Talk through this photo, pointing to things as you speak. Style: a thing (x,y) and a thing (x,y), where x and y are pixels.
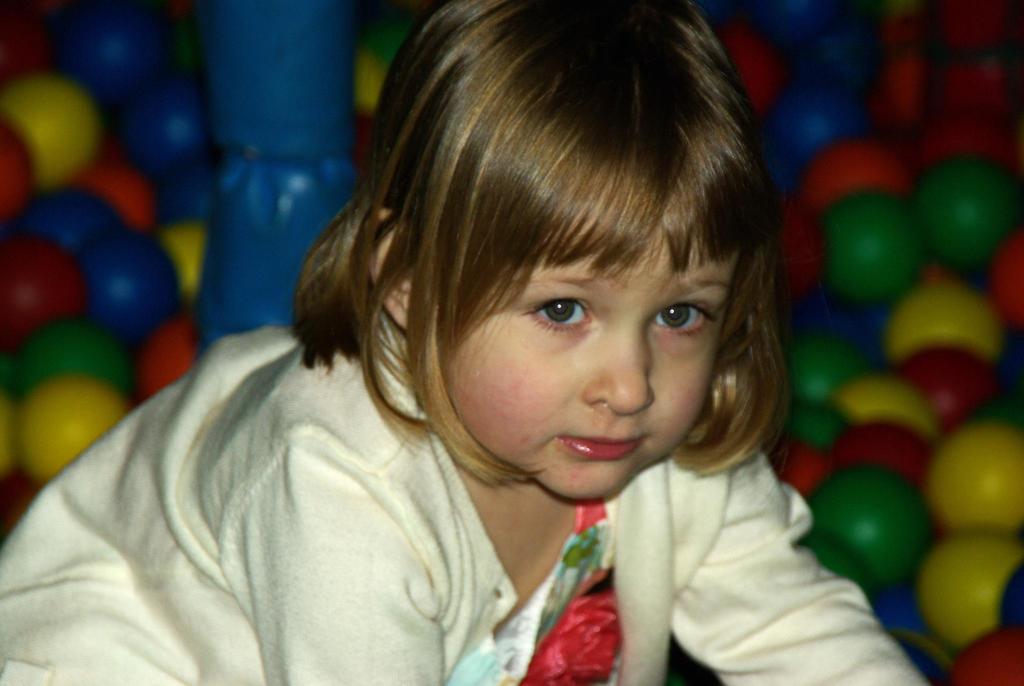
In this image, we can see a kid (691,470). In the background (976,482), we can some colored balls (37,293) and a blue colored object (263,39).
